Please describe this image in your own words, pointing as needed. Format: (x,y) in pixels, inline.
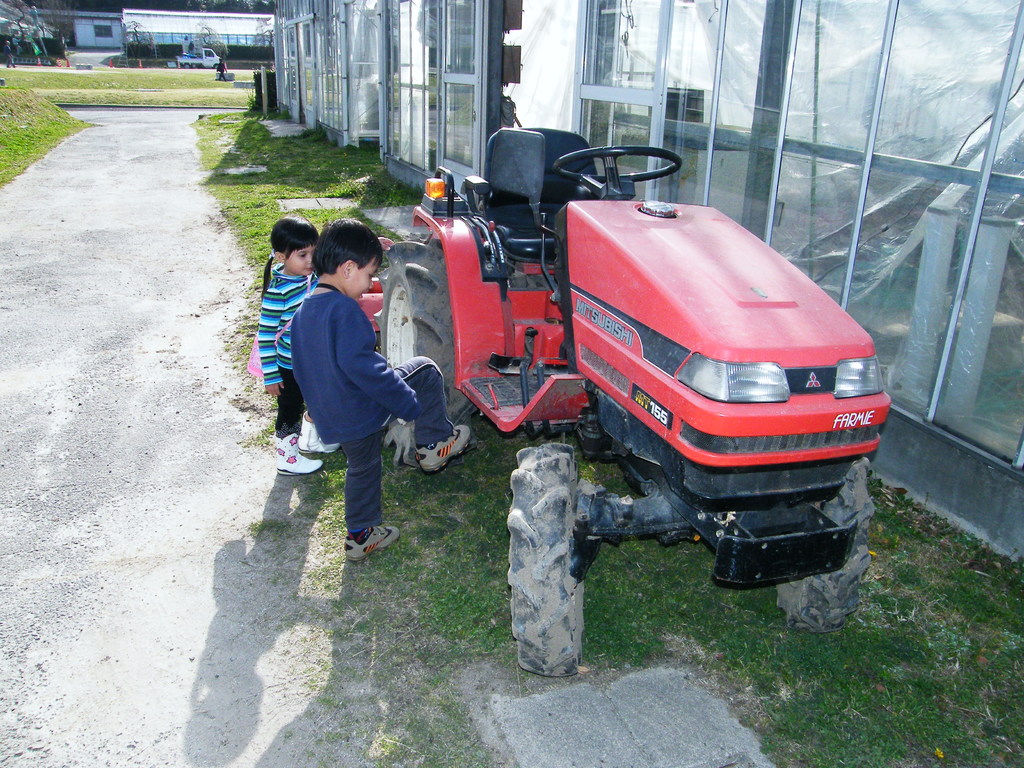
In the background (163,28) we can see a shed (190,33), vehicle (206,56), people (224,67), few objects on the road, green grass (156,72). On the right side of the picture (812,141) we can see the glasses (962,137) and the reflection (420,103). We can see a girl (292,246) and a boy (317,268) are standing near to a vehicle (389,343). We can see the shadows (214,646) on the road (214,646).
